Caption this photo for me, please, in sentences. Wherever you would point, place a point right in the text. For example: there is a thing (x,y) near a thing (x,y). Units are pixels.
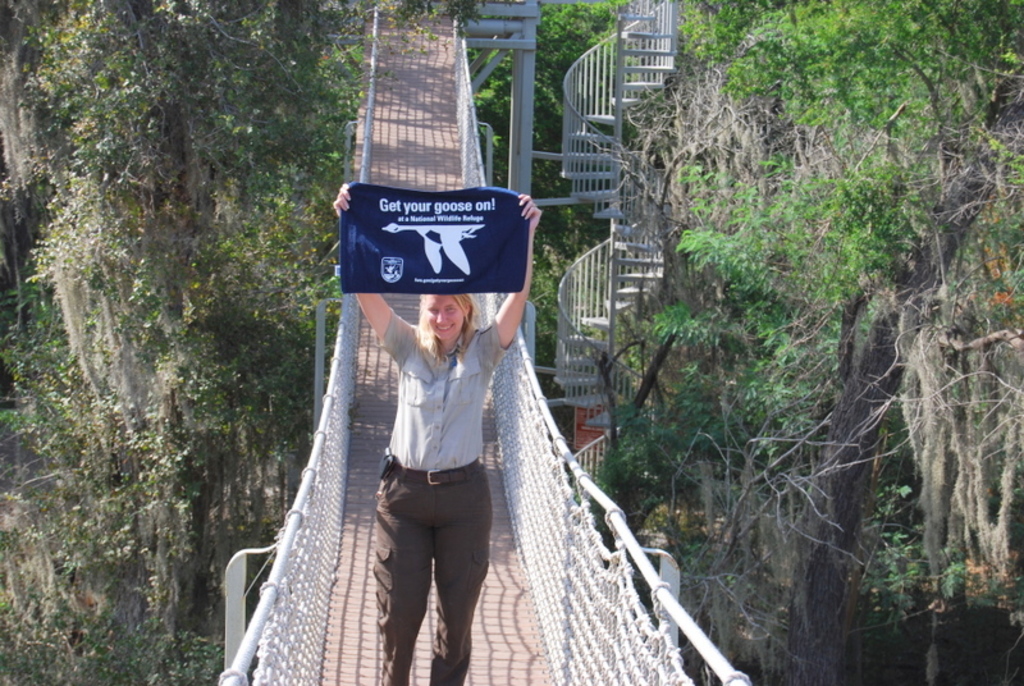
In this image, we can see a bridge (427,119) in between trees (757,246). There is a person (475,369) on the bridge (367,486) wearing clothes (468,516) and holding a banner (485,283) with her hands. There are stairs (606,199) in the middle of the image (614,340).
